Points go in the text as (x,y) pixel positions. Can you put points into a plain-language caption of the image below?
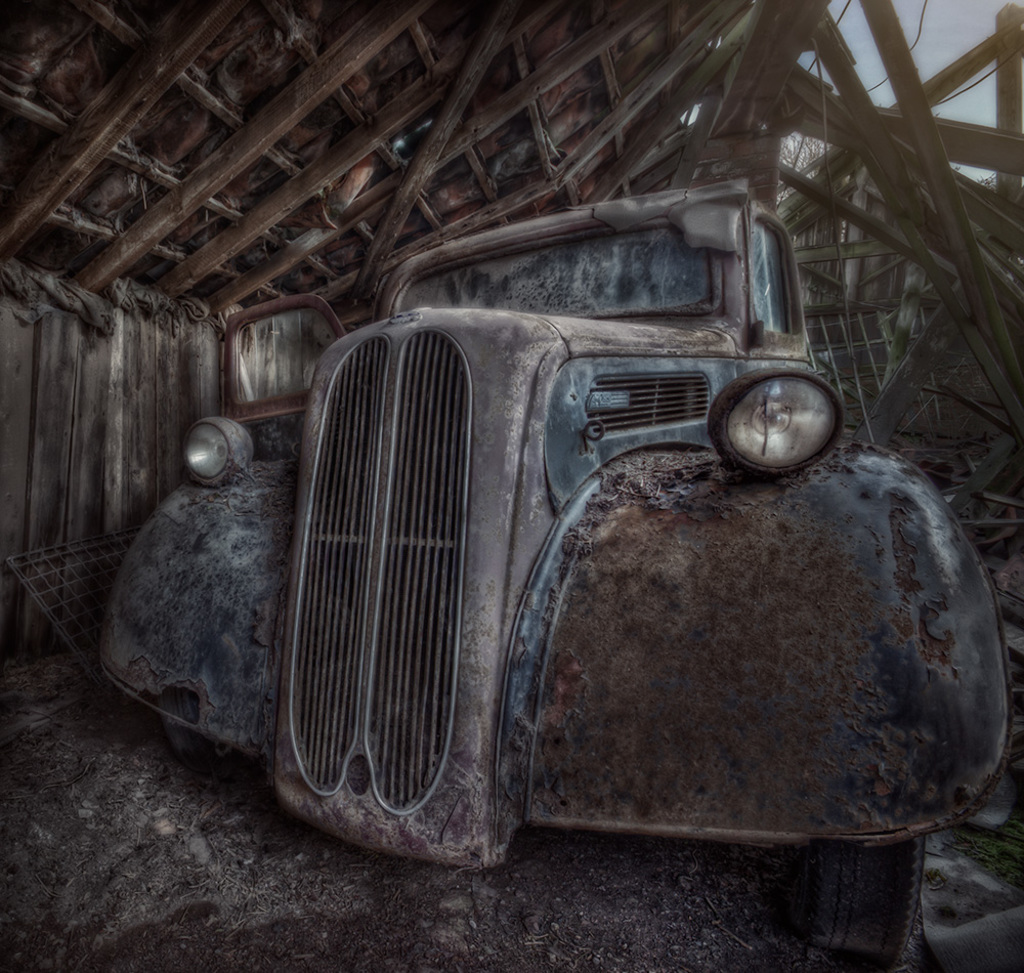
This is an edited image. In this image, I can see an old car (522,760) is placed under the shed (562,105).
